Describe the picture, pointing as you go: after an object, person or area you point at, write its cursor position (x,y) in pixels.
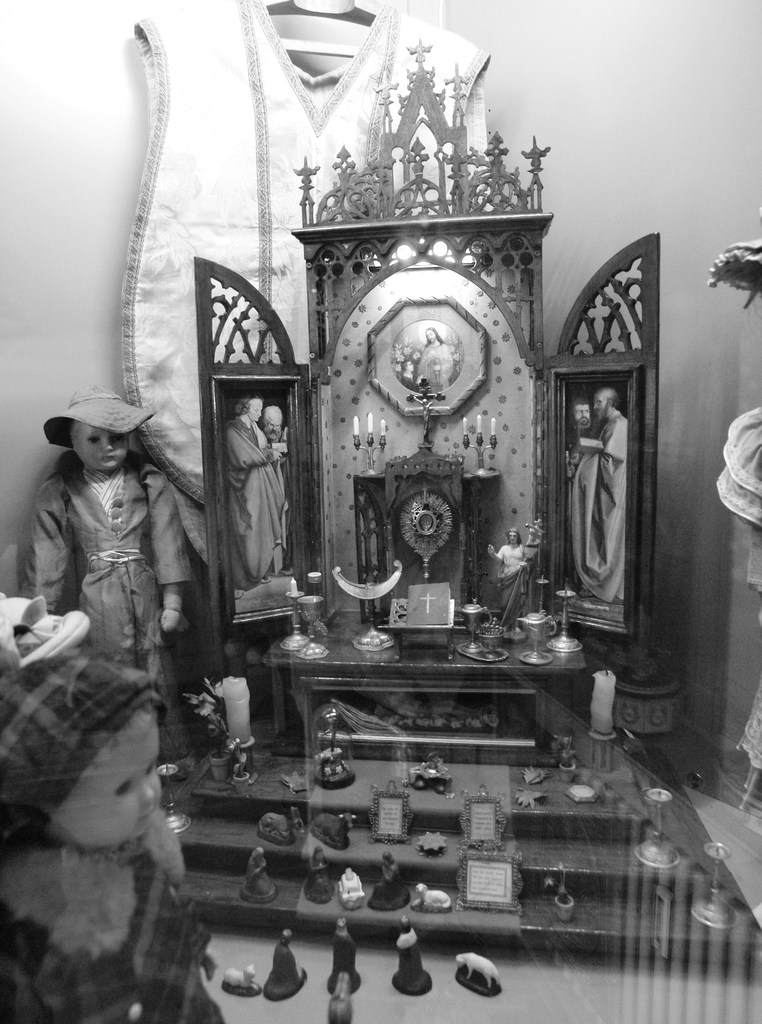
This is a black and white image which is clicked inside. In the foreground (505,788) we can see there are some items (479,812) placed on the stairs (493,788) of a cabinet (483,421) and we can see the pictures (270,466) of some persons (617,451) and there is a candle stand (486,472) with the candles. On the left (123,590) we can see the dolls (131,760). In the background (455,15) there is a wall (749,69) and some clothes (197,107) hanging on the wall (22,528).
